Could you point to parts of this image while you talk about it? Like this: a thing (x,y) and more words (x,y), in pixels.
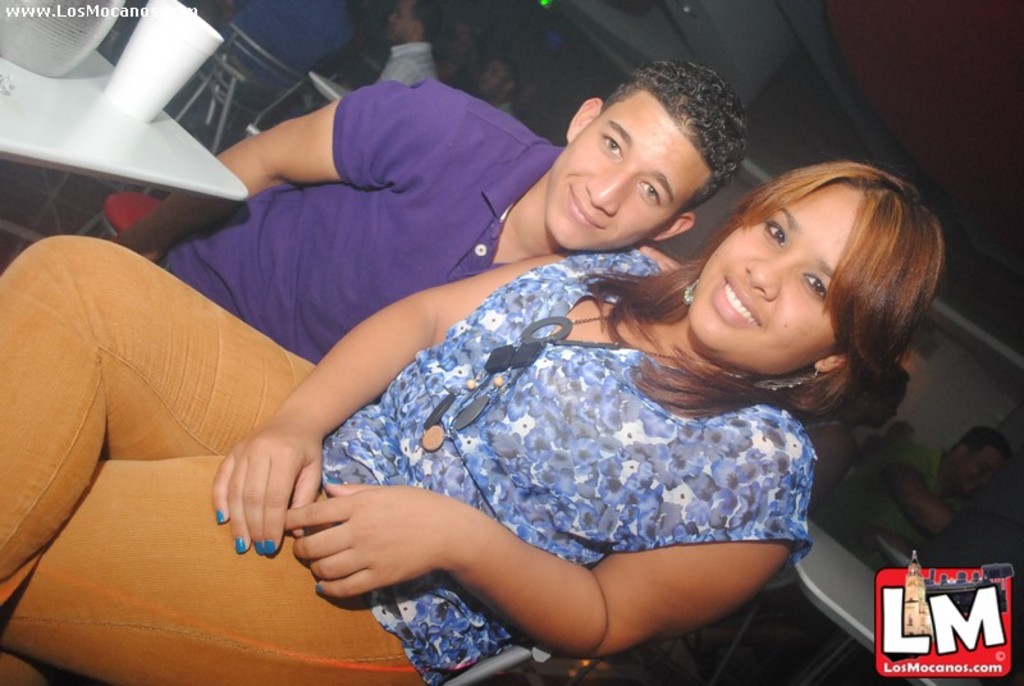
In the foreground of the picture (440,390) there are table (59,118), glass (163,47), jar (65,35), man (425,216), woman (522,540), chair (484,665) and a logo (884,592). In the center of the picture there are chairs (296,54), tables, people (968,436) and other objects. At the top (890,31) towards right (915,55) it is dark.
